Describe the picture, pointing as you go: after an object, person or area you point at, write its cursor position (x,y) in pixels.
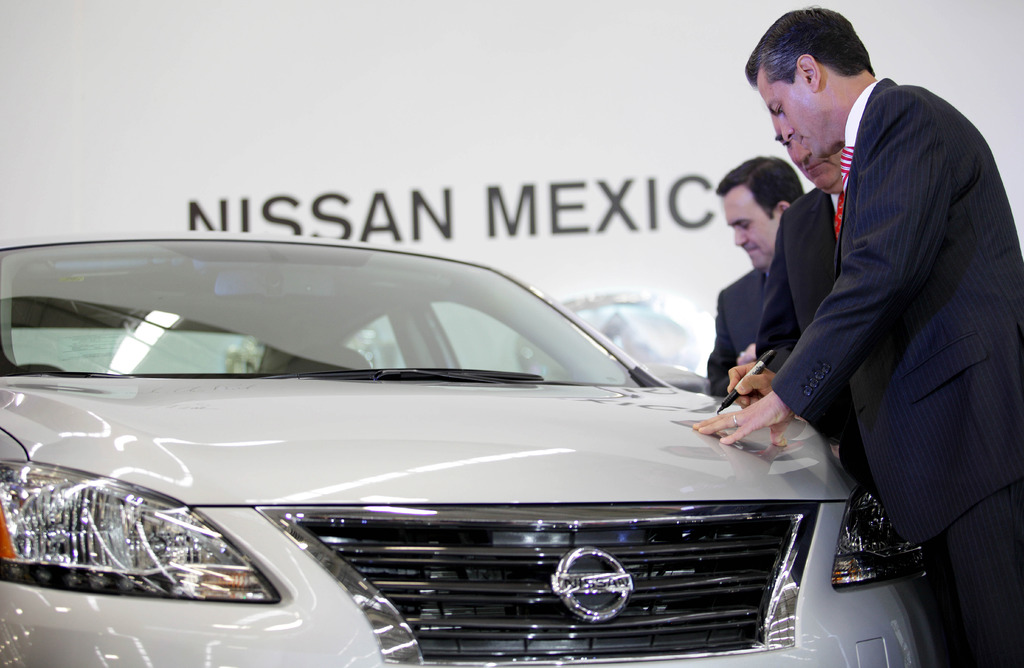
In this picture I can see there are two men (960,554) standing here and there is another person (744,289) in the backdrop (759,291). On the left (291,559) there is a car (313,615) and there is a white banner (443,199) in the background (626,234).
